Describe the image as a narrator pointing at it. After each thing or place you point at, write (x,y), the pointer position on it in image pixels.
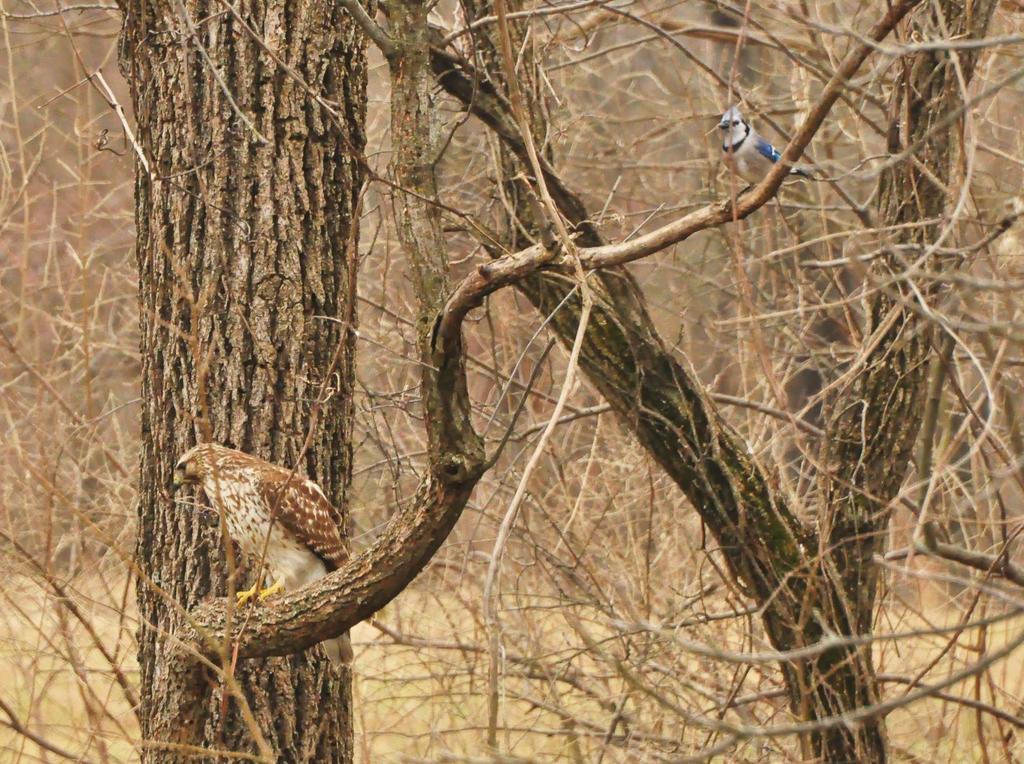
In this image we can see birds (288,520) on the branch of a tree (317,365). In the background (476,336) we can see bare trees (853,577).
